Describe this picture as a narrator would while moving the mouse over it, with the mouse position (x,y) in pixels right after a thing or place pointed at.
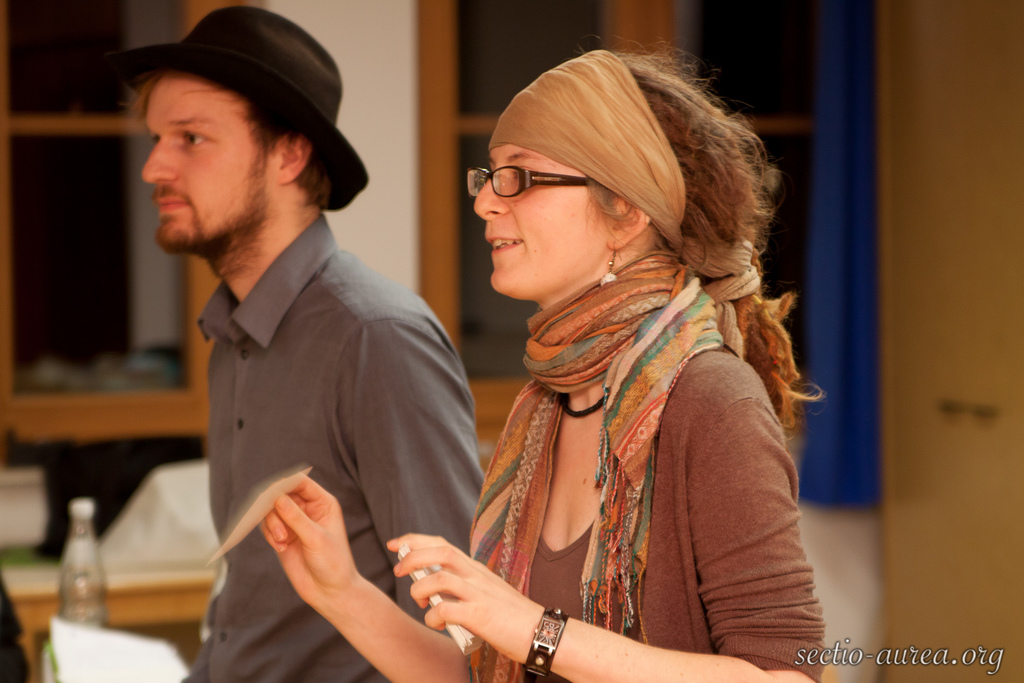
In this image, we can see person (452,380) wearing clothes (294,419). There is a bottle (92,556) in the bottom left of the image (104,613). There is a text (834,659) in the bottom right of the image (951,665). In the background (799,249), we can see windows (95,223). There is a curtain (825,245) on the right side of the image (855,355).
